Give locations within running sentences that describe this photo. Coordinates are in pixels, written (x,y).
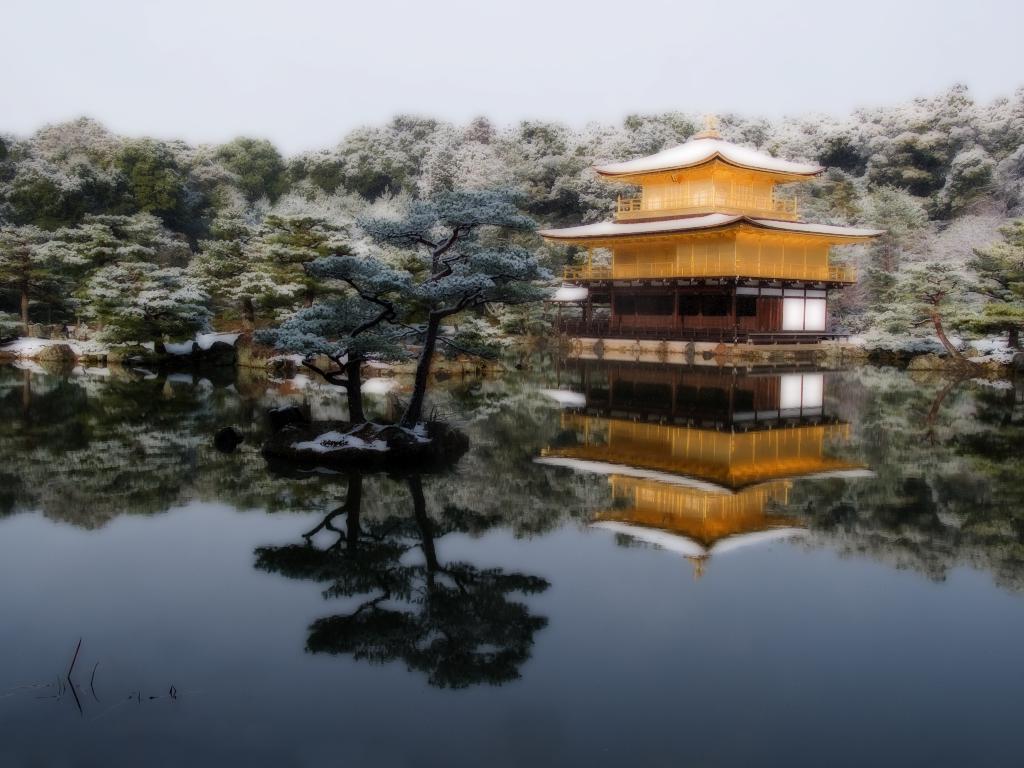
This is an edited image. At the bottom of the image (713,546) there is water (335,413). There are two trees (406,246) in the water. In the background (720,276) there is a house (671,263) and also there are many trees (269,174).
